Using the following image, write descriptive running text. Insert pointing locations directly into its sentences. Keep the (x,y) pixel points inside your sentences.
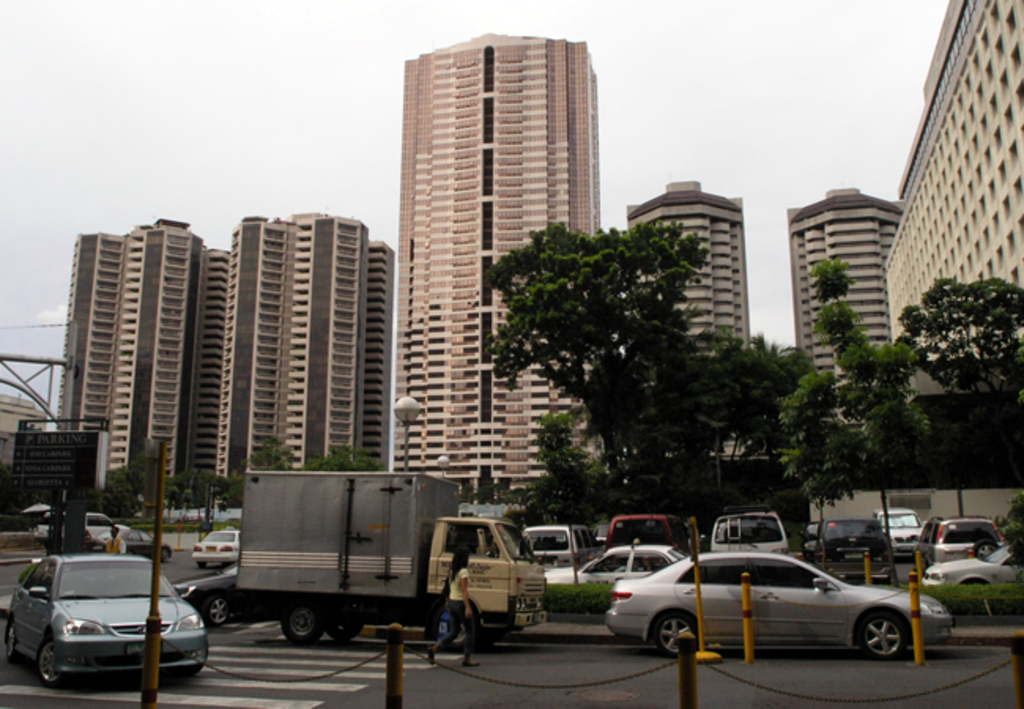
This image is clicked on the road (607,662). There are vehicles (493,566) moving on the road (371,662). There is a woman (459,614) walking on the zebra crossing (369,644). Behind the vehicles (335,609) there are buildings (358,318), trees (668,352) and poles (415,401). At the top (293,27) there is the sky (603,21). To the left (77,466) there is a board (64,456) to a pole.
